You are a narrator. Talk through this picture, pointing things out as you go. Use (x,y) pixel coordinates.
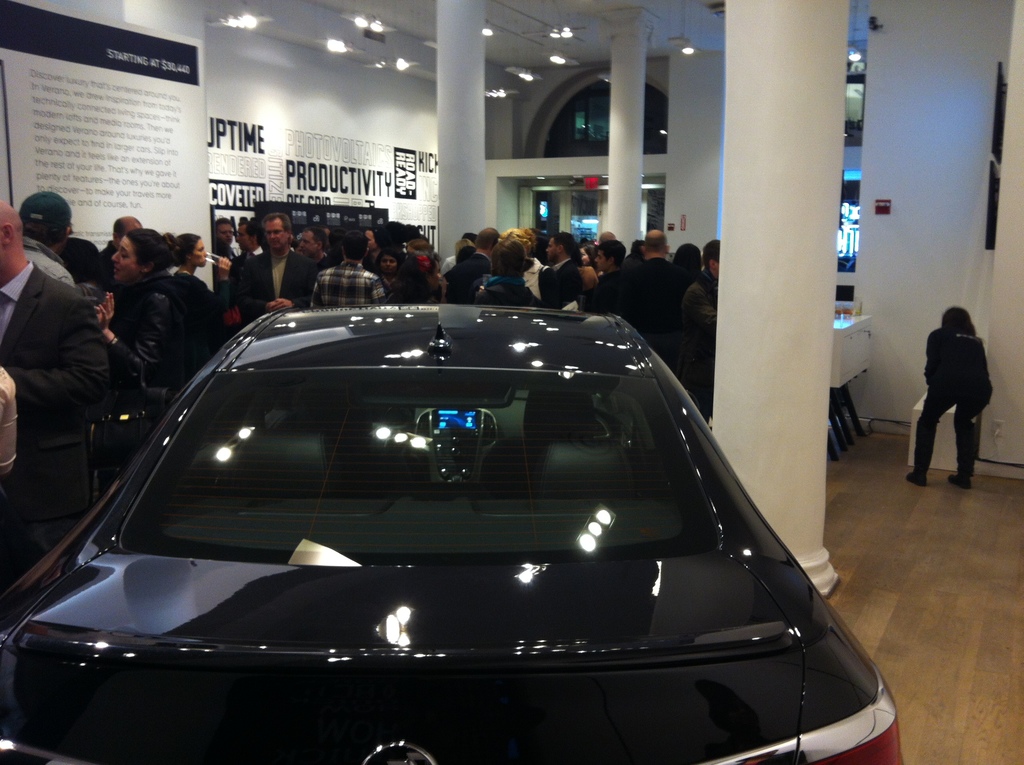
In this picture, we can see a vehicle (428,513), a few people (20,353), walls (916,143) with glass doors (547,214), posters (21,161) with some text (273,185), and some objects (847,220), we can see pillars (828,262), roof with lights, and we can see tables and screen (848,235).
